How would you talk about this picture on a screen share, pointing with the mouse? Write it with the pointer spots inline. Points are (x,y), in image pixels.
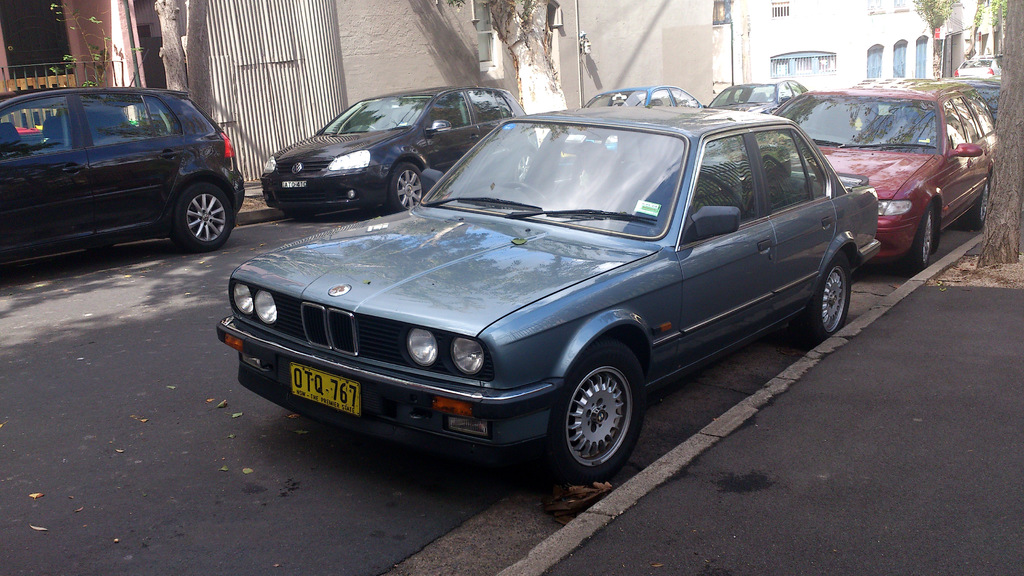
We can see cars (513,290) on the road (308,449). On the background (786,58) we can see building (789,39), wall (372,24) and trees (533,18).
